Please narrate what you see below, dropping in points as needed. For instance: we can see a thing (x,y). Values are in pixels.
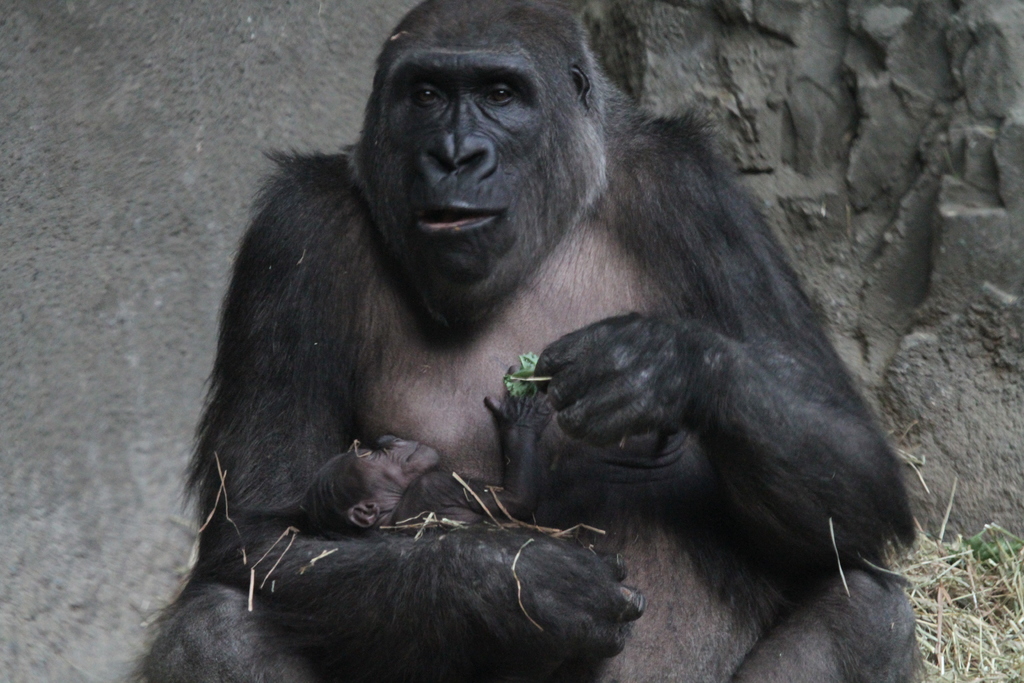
In this picture there is a gorilla (590,447) sitting and holding the baby gorilla (423,511). At the back (316,55) there's a wall (316,55). At the bottom (967,598) there is grass (967,598).
